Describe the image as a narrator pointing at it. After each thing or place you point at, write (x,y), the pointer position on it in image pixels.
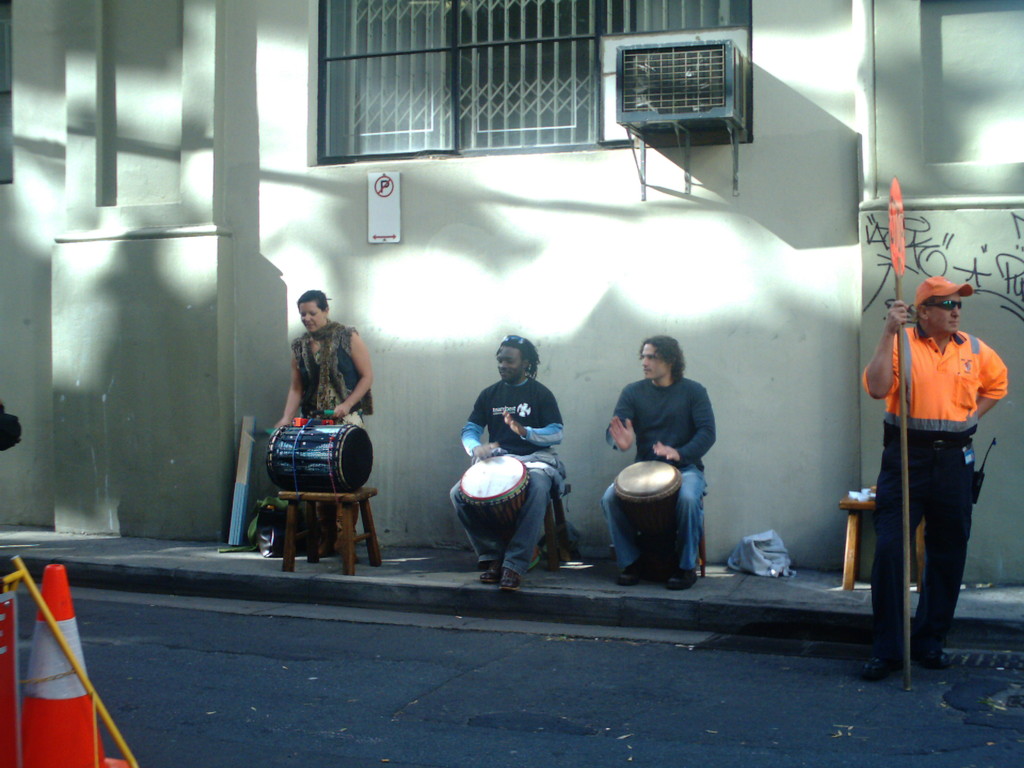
This is the picture outside in the city. The two persons (515,450) are sitting in a stool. The other two persons (323,387) are standing. The both black color shirt persons (453,494) are playing drums (505,463) On the background (419,223) we can see walls (444,194) and window (457,121). The orange color shirt person (936,450) is standing. He's holding a stick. He's wearing a cap (944,284) and spectacle (943,300).
